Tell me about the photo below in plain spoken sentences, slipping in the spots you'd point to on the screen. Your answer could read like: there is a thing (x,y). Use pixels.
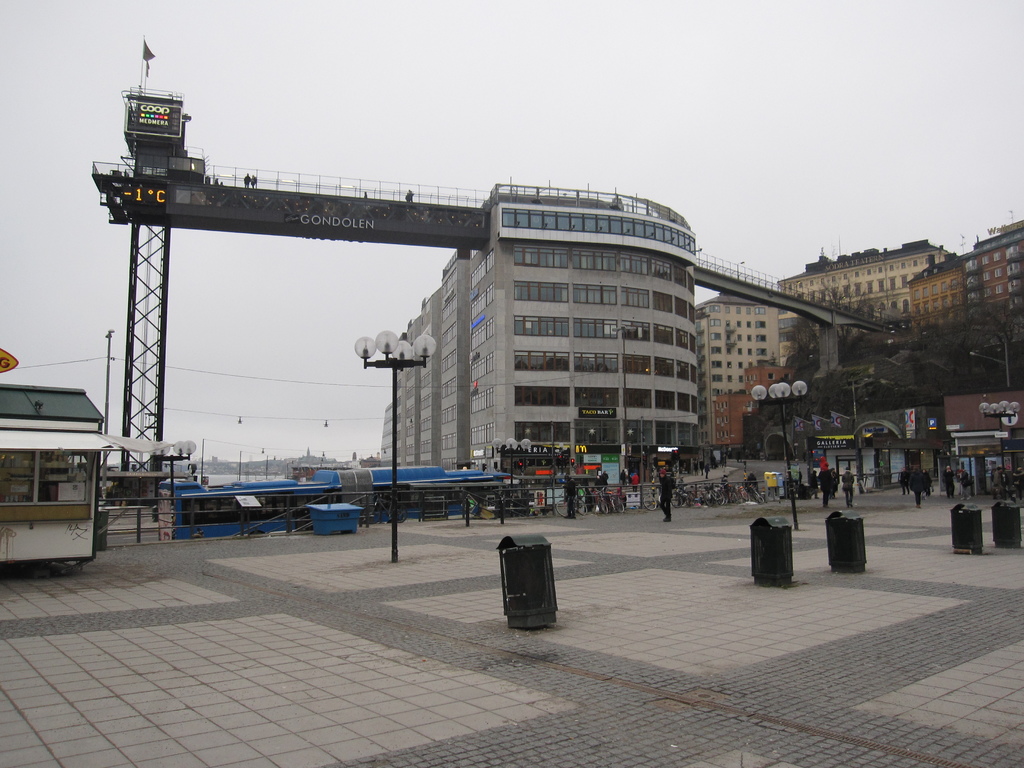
In this image there are light poles (781,388), buildings (407,388), bridge (167,203), railing (211,167), flag (145,71), bins (537,586), beam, boards (852,440), stores (816,458), stalls (70,467), ground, sky (510,102) and objects (554,474).
